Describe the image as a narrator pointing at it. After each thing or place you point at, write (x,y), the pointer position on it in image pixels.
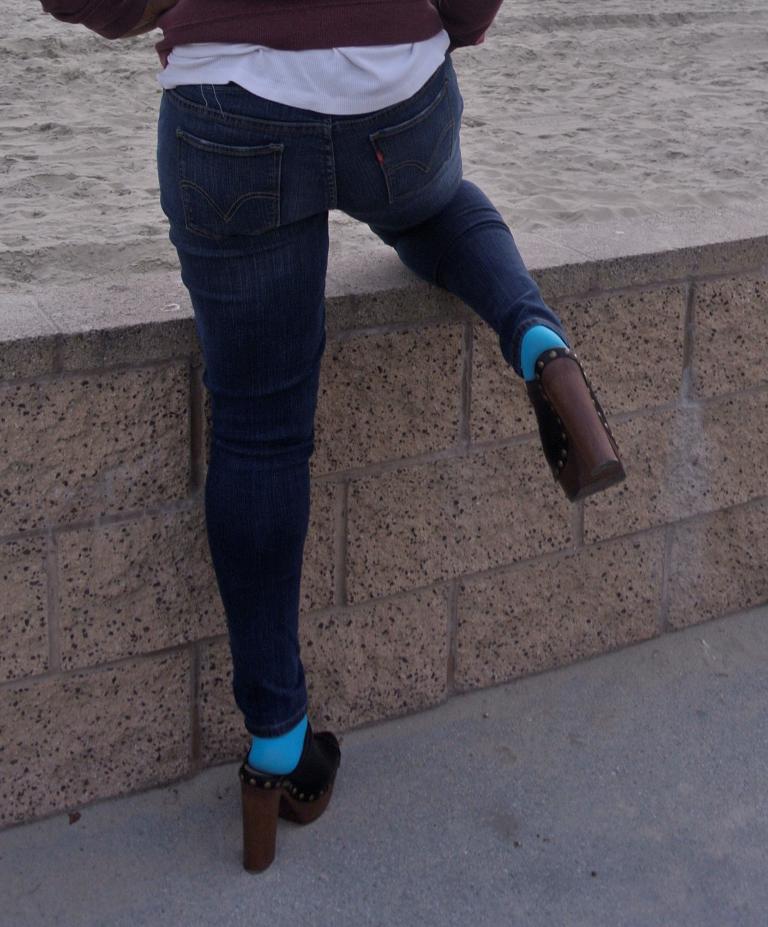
In the image there is a wall (598,233) and above the wall (570,334) there is sand (594,95) and in front of the wall (129,346) there is a person (257,523) and the person (460,236) is putting one of the leg (455,228) on the wall (593,317).
